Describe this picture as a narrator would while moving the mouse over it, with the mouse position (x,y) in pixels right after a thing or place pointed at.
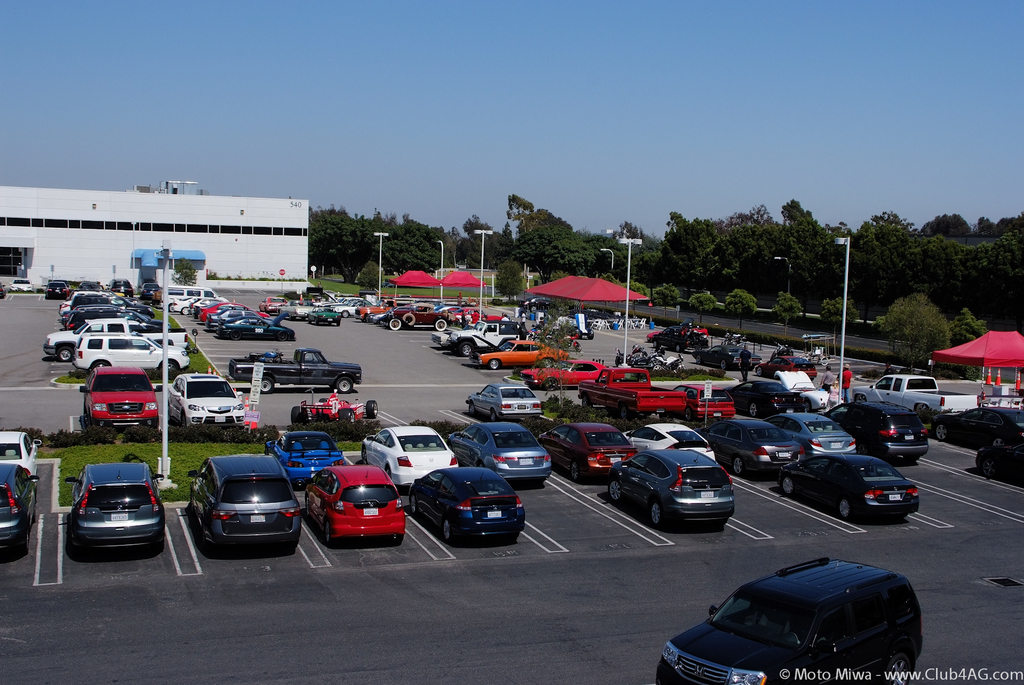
In this image I can see few vehicles (253,491) in different colors. I can see few trees (950,226), poles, signboards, traffic cones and a shed (264,222). The sky (263,73) is in blue color.
